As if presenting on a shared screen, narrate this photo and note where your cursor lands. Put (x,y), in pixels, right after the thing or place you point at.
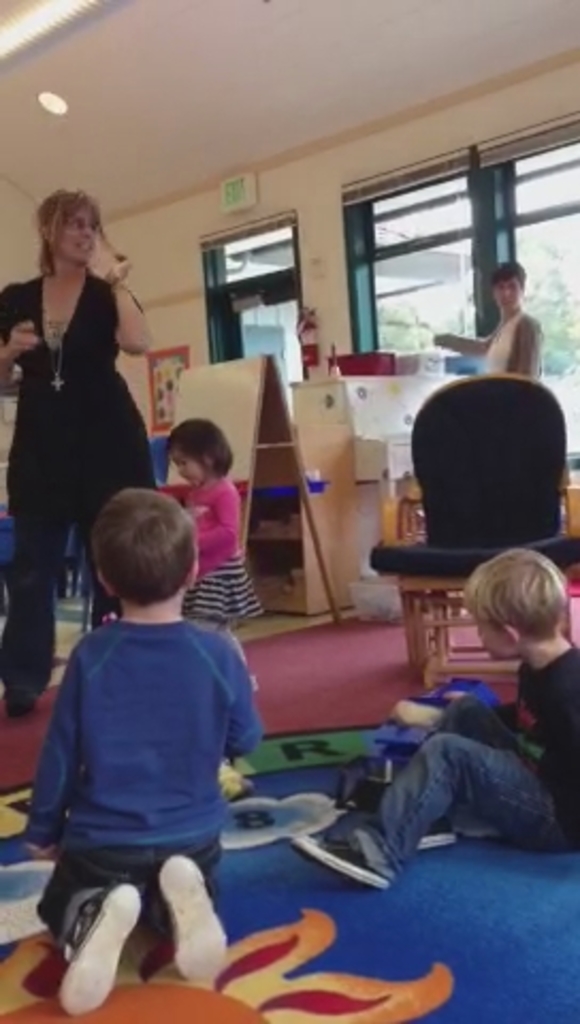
As we can see in the image there is a wall (161,246), windows (376,260), few people (120,379) standing here and there. On the right side (467,478) there is a chair (468,558).
